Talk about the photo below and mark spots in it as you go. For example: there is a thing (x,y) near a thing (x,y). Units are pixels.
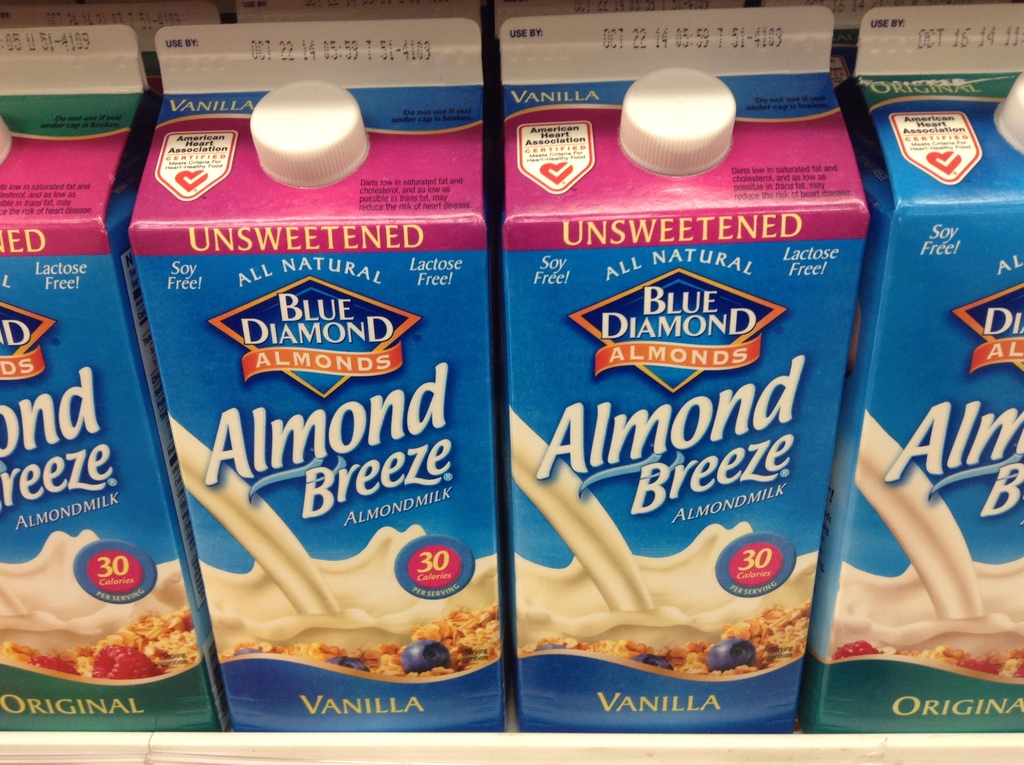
In this picture we can see there are paper bottles (204,292) with lids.
